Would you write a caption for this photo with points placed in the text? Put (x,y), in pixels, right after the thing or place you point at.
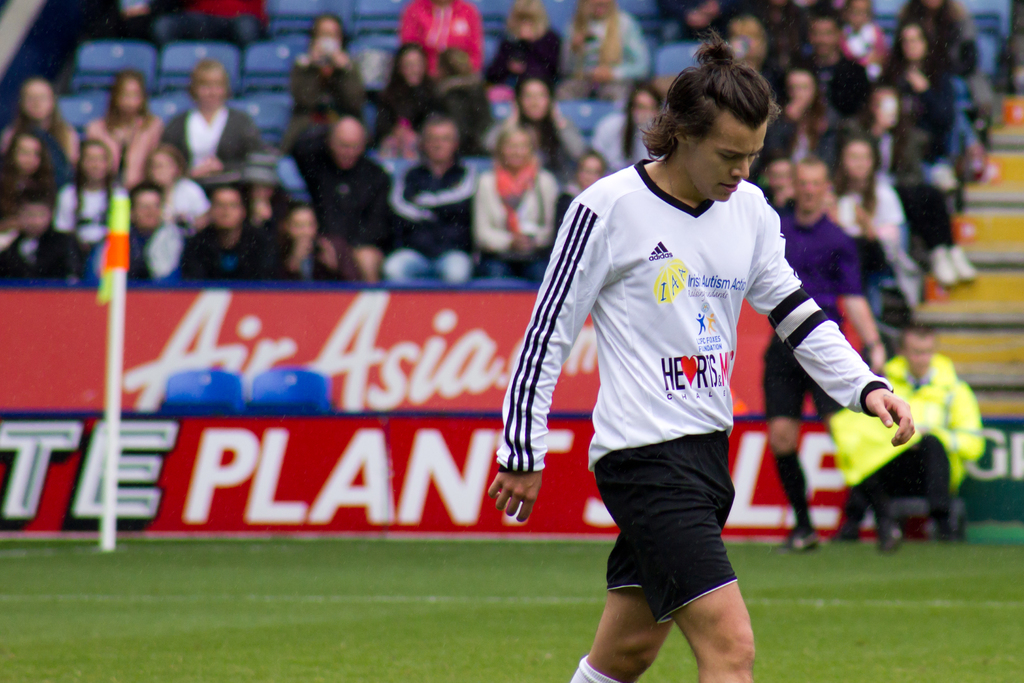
In this picture there is a player (701,389) wearing white t-shirt (701,393) and black shorts (692,549) is walking in the ground (900,655). Behind there is a stadium seats (363,42) with audience (298,237) sitting and enjoying the game.
